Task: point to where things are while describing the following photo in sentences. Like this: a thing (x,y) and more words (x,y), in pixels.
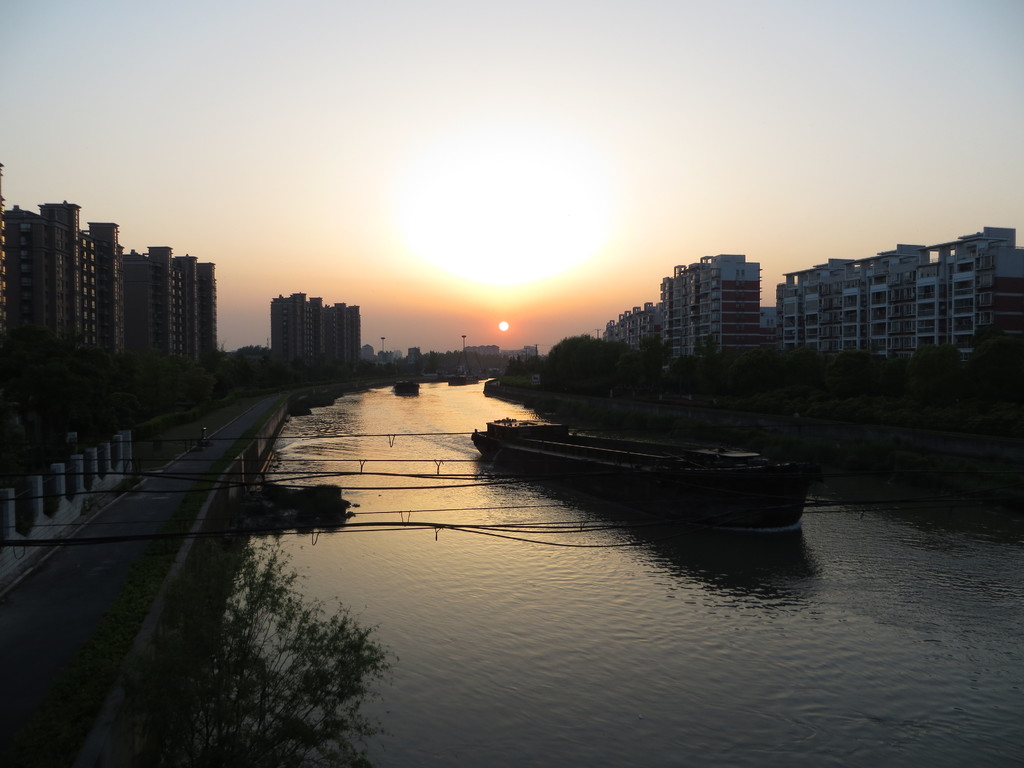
In this image we can see buildings (59,259) with windows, trees (788,381), plants (230,624), boat (679,520), water (627,538) and we can also see the sky (372,138).
